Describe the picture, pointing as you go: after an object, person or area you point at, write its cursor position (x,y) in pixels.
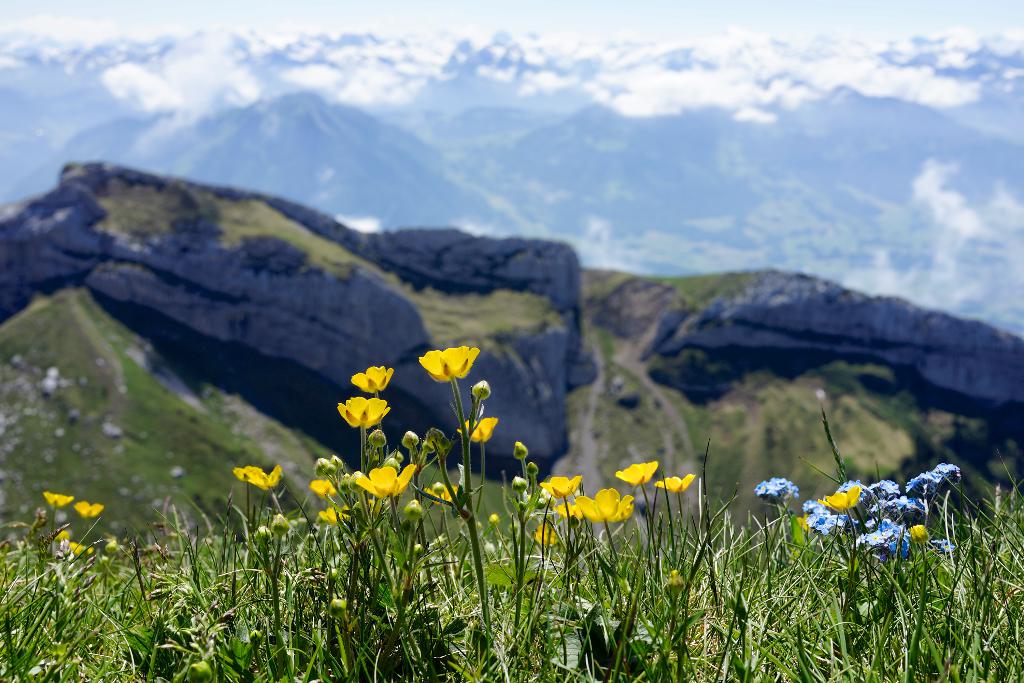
In this picture I can see plants (987,537) with flowers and buds (497,523), there are mountains (334,396), and in the background (553,92) there is the sky (528,15).
